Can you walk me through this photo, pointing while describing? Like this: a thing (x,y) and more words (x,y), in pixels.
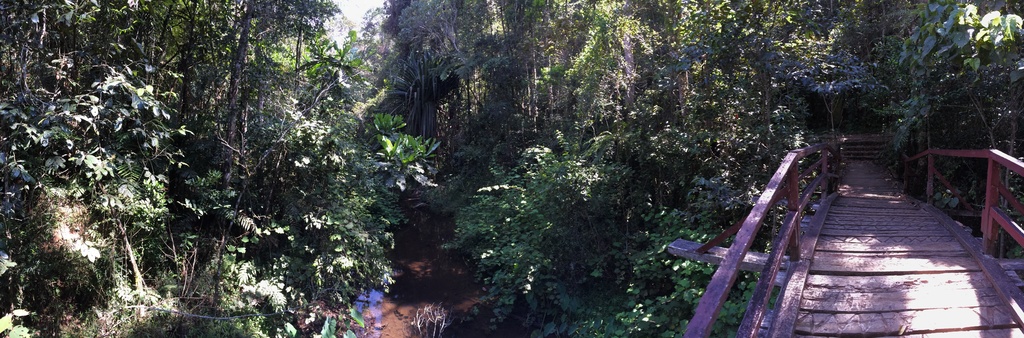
In this picture we can see some trees (540,131), in between the trees (892,158) we can see one bridge (882,249).
